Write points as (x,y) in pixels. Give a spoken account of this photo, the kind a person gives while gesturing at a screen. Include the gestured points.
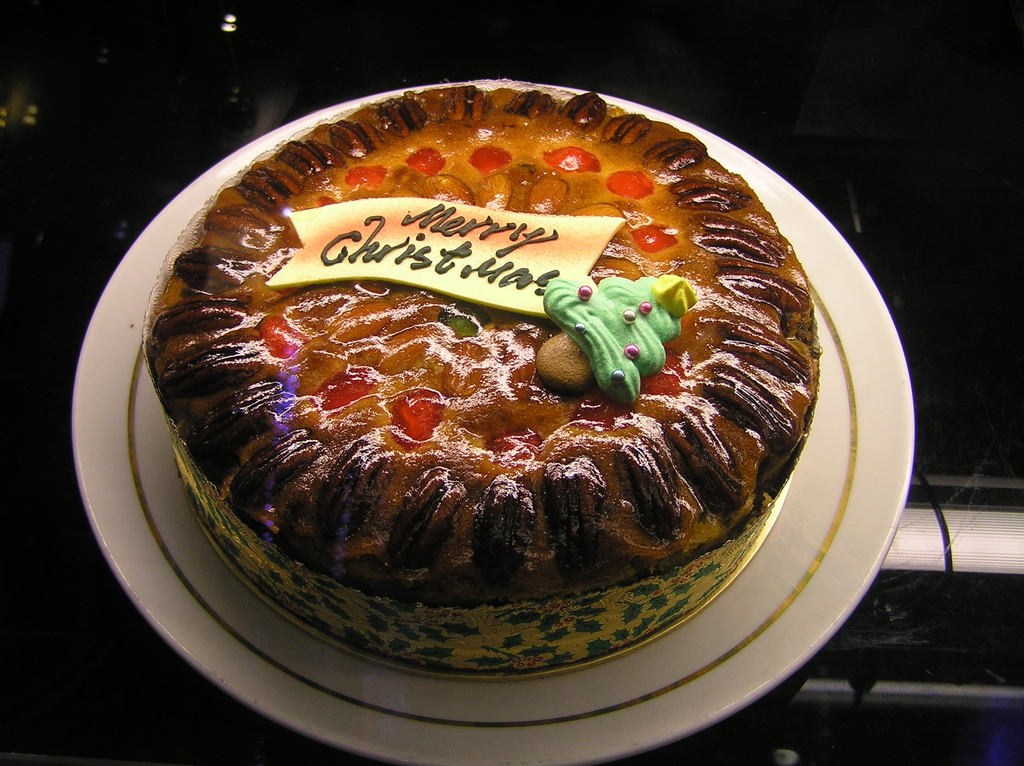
There is a white plate (420,678) on a surface (909,712). On the plate (776,584) there is a cake (426,381) with something written on that.
